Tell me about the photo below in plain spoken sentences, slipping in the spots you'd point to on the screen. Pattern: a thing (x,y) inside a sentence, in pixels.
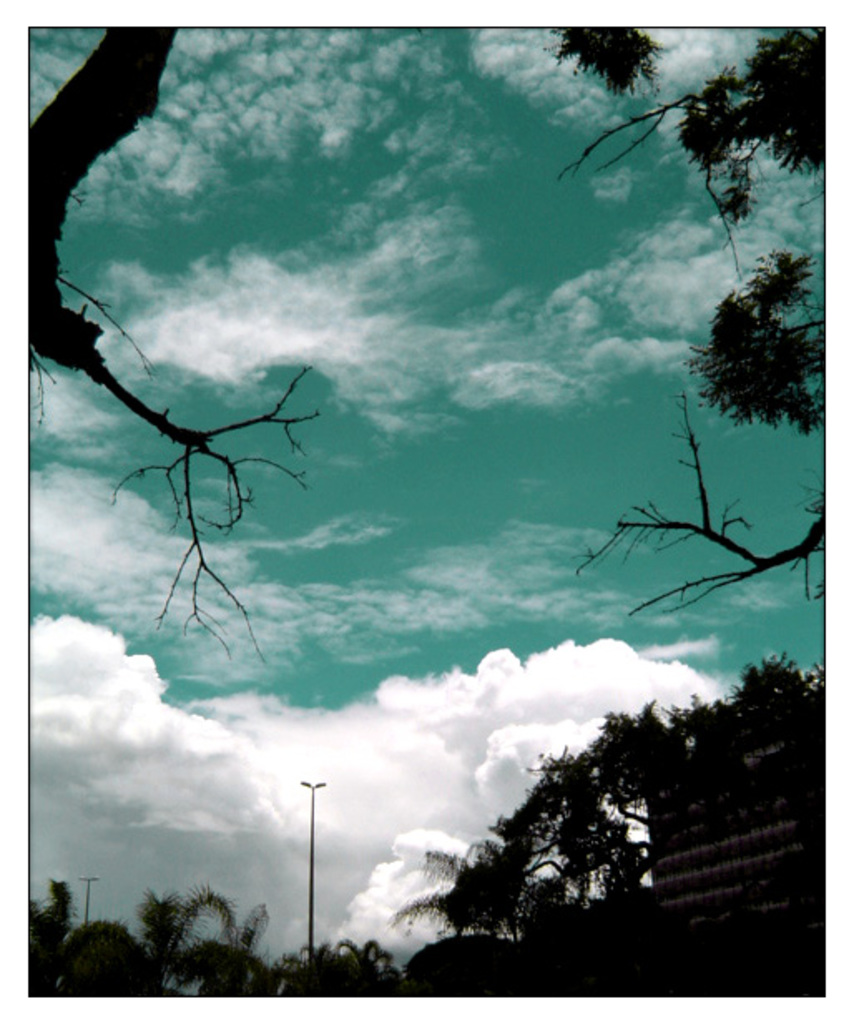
In this image in the middle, there are trees (480,921), street lights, wall (726,912). At the top (430,329) there is sky (405,480) and clouds (337,806).
